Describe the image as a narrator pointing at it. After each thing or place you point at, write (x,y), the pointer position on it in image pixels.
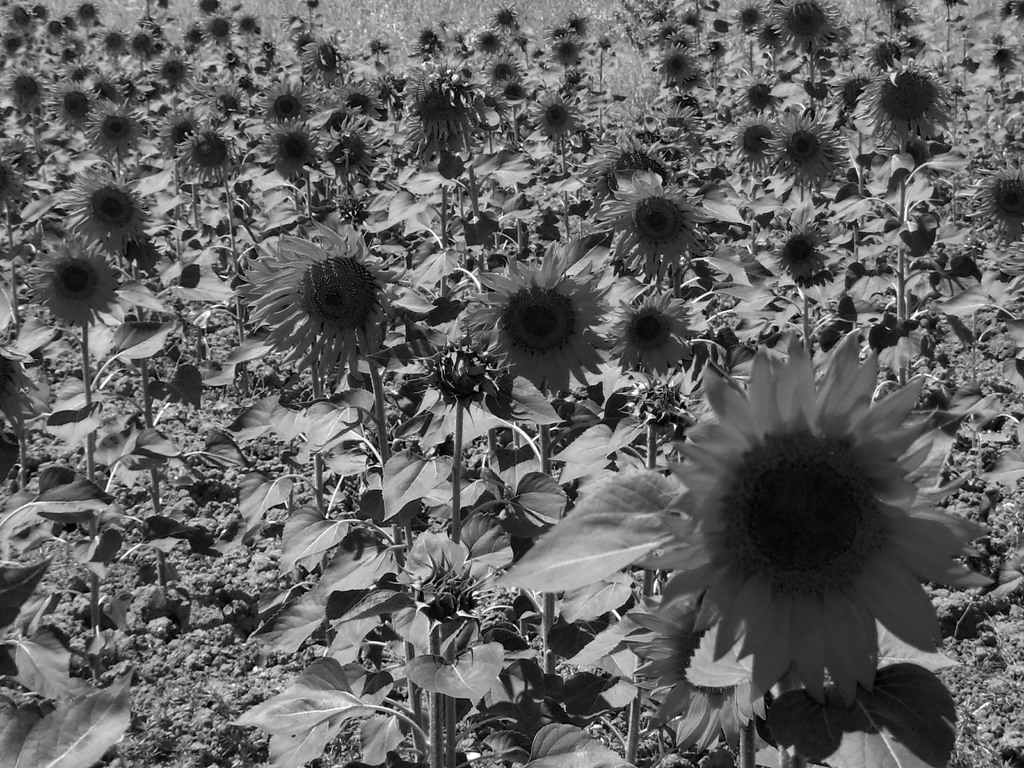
In this image I can see few flowers (306,152) and leaves (428,536) and the image is in black and white.
